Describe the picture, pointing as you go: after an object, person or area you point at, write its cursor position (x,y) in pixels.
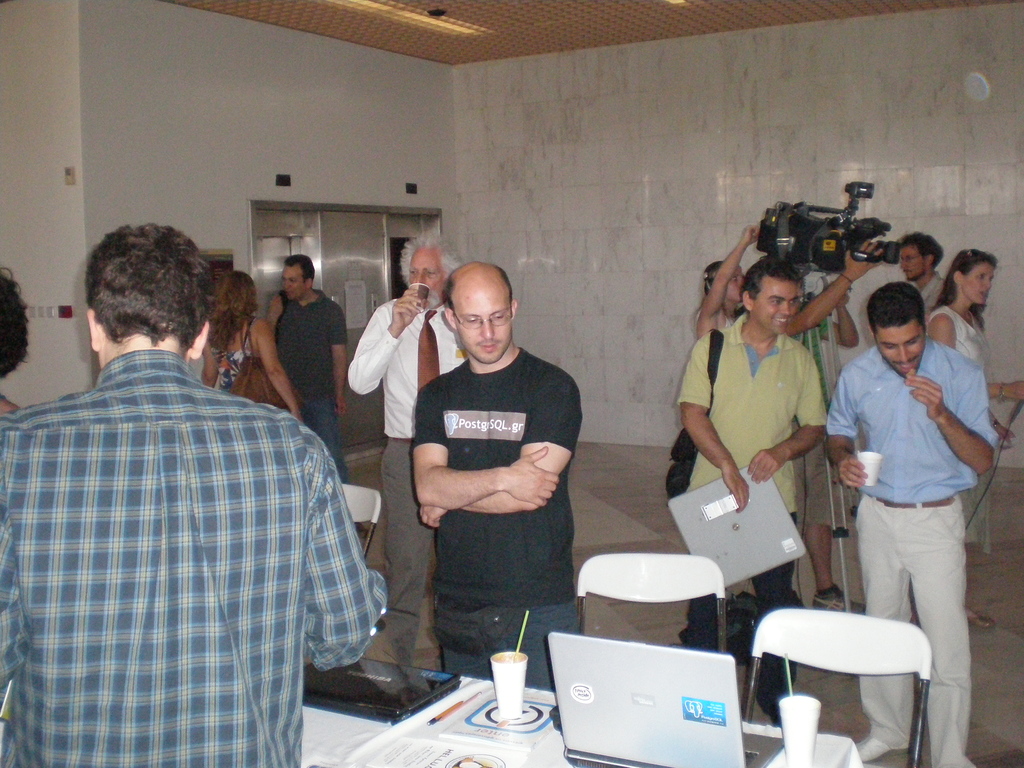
people (268,500) are standing on the floor (348,473). there is a table (514,734) on which there is laptop (659,700), glass (512,696), papers (442,759). at the back (845,244) a person (743,252) is holding a camera (822,239). behind him there is a white wall (611,121).
